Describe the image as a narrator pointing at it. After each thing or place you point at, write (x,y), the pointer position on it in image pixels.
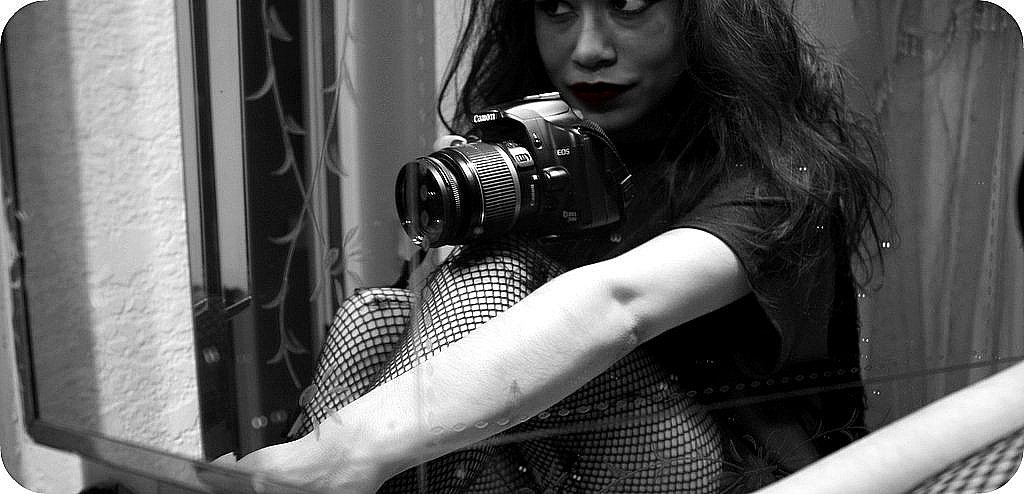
In the image a woman (427,408) is sitting and holding a camera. On the left side of the image (71,114) we can see a wall (146,49).
